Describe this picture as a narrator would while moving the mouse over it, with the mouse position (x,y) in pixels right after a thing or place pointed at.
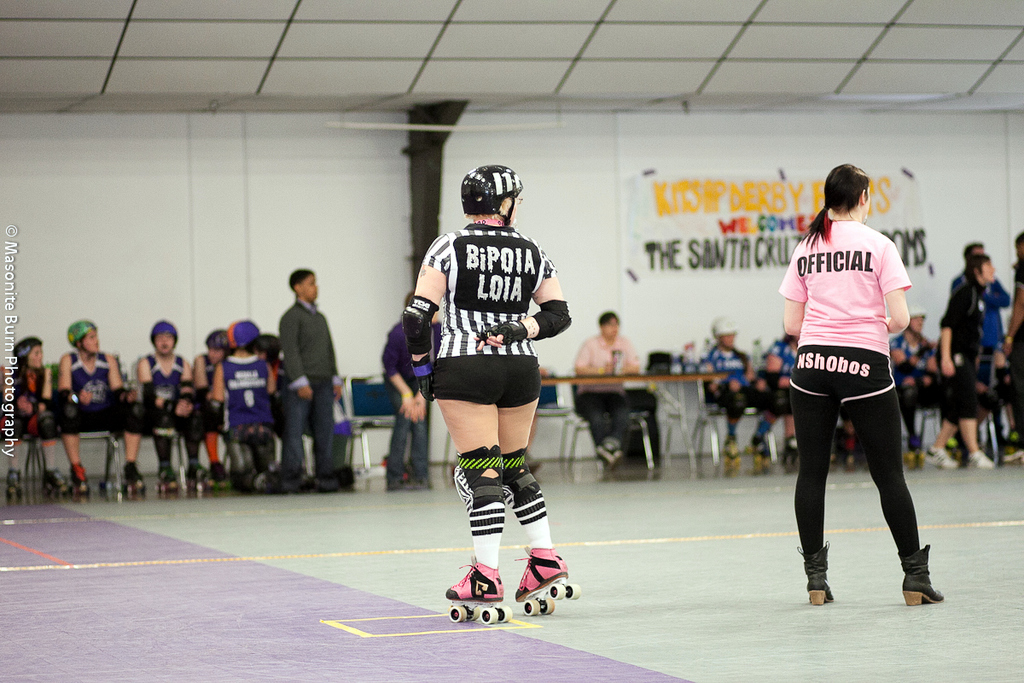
As we can see in the image there is a white color wall (350,201), banner (763,179), few people (584,364) here and there, tables (591,382), chairs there is a person (493,430) skating.
